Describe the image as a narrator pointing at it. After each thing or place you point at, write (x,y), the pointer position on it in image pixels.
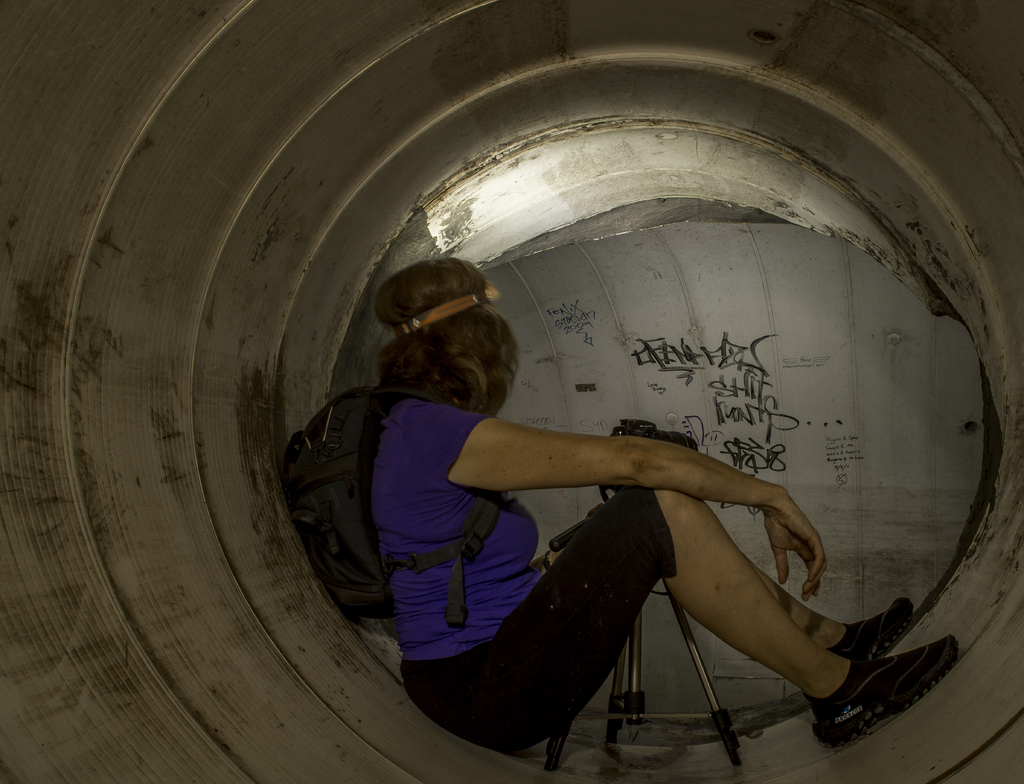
In this picture we can see a woman (503,524), she wore a bag (378,411), beside to her we can see a camera (662,431) and a stand (693,660).
